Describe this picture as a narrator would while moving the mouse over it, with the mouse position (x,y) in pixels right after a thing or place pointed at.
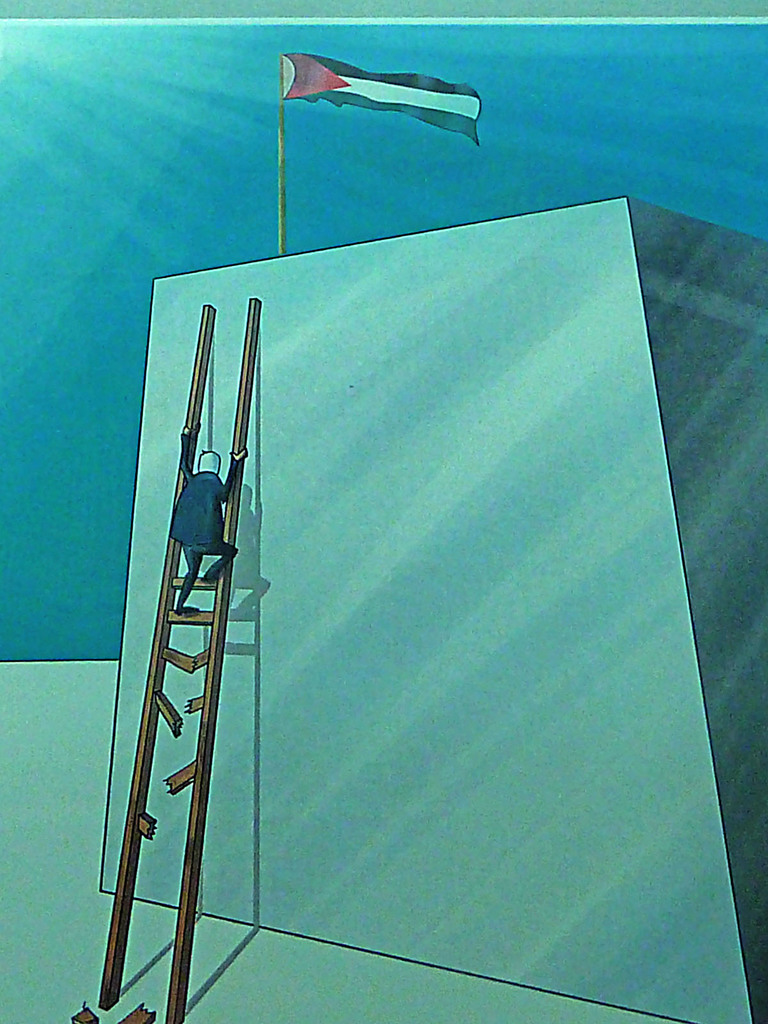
It is an edited image. In this image there is a person (178,596) standing on the ladder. There is a flag (349,84) on top of the block (449,533). In the background of the image (679,85) there is sky (601,103).
